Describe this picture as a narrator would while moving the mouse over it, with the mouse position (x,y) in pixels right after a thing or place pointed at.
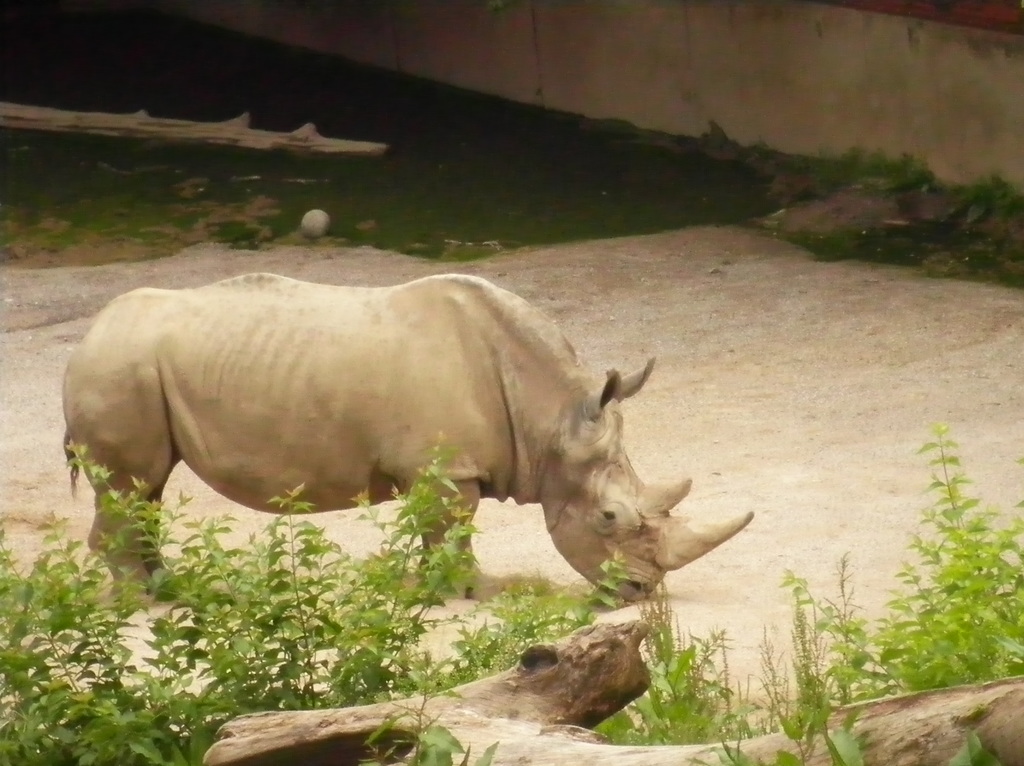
As we can see in the image there is a rhinoceros (518,426) and in front of him there are plants (944,629) and over here there is a log of tree (522,710). On other side of the rhinoceros (417,363) there is a pond (320,117) and in between the pond (319,154) there is a log of tree (225,131).
